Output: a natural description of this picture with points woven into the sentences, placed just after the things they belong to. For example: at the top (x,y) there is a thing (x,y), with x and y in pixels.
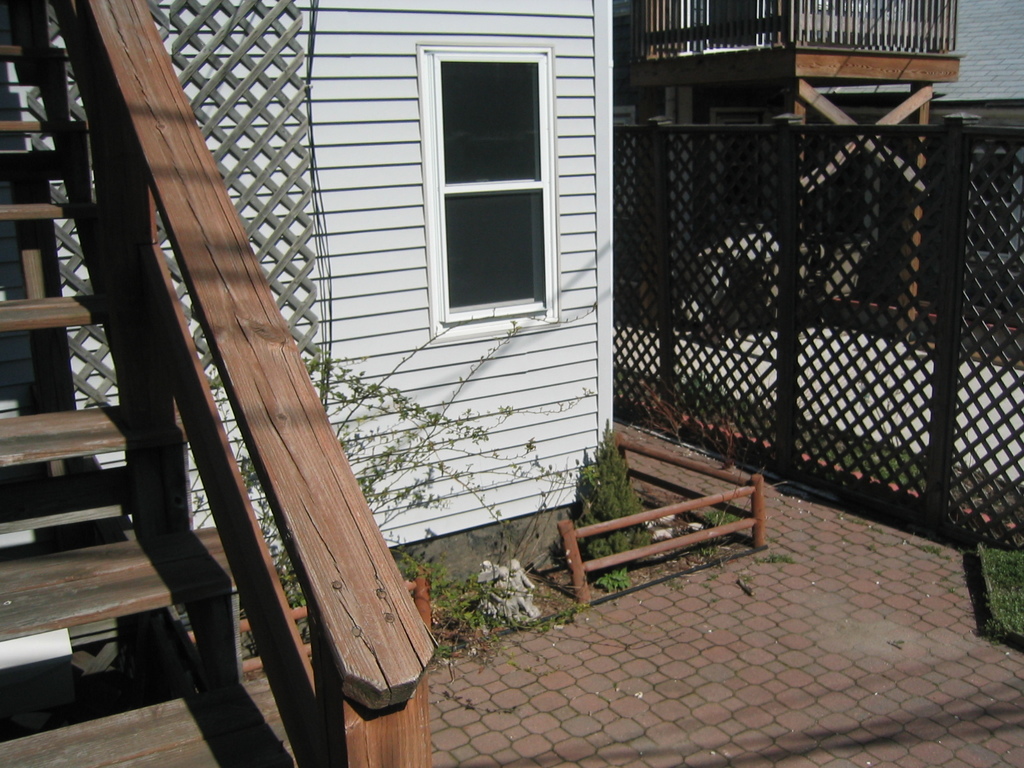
In this image there is a house (417,310), on the left side of the image (119,515) there are wooden stairs (135,554), in front of the house (492,490) there are small plants (627,508) and railing (661,543) in front of that. On the right side of the image (813,393) there is a railing (799,236) and wooden structure (831,59), behind that there is a wall (978,80).
